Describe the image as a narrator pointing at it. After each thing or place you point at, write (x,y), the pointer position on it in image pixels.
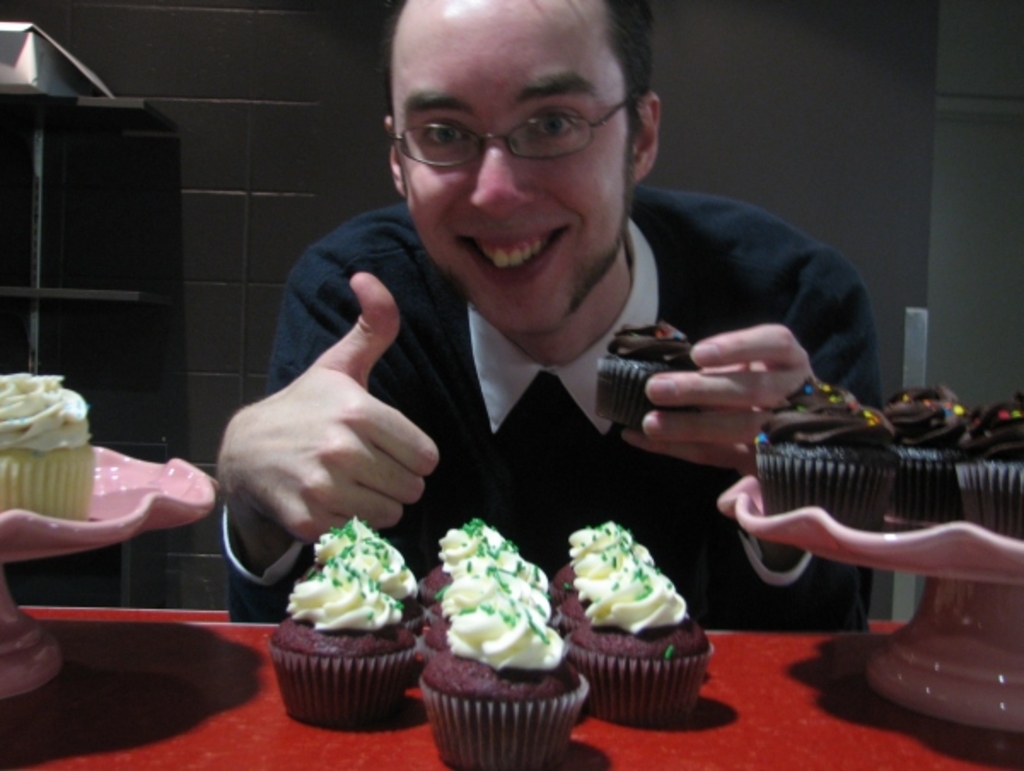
In this image in the center (402,430) there is one man (546,373) who is sitting and smiling, and he is holding an cupcakes (653,353). At the bottom (88,671) there is a table (851,680), on the table (198,646) there are group of cupcakes (925,474). In the background (873,252) there is a wall (883,208).
